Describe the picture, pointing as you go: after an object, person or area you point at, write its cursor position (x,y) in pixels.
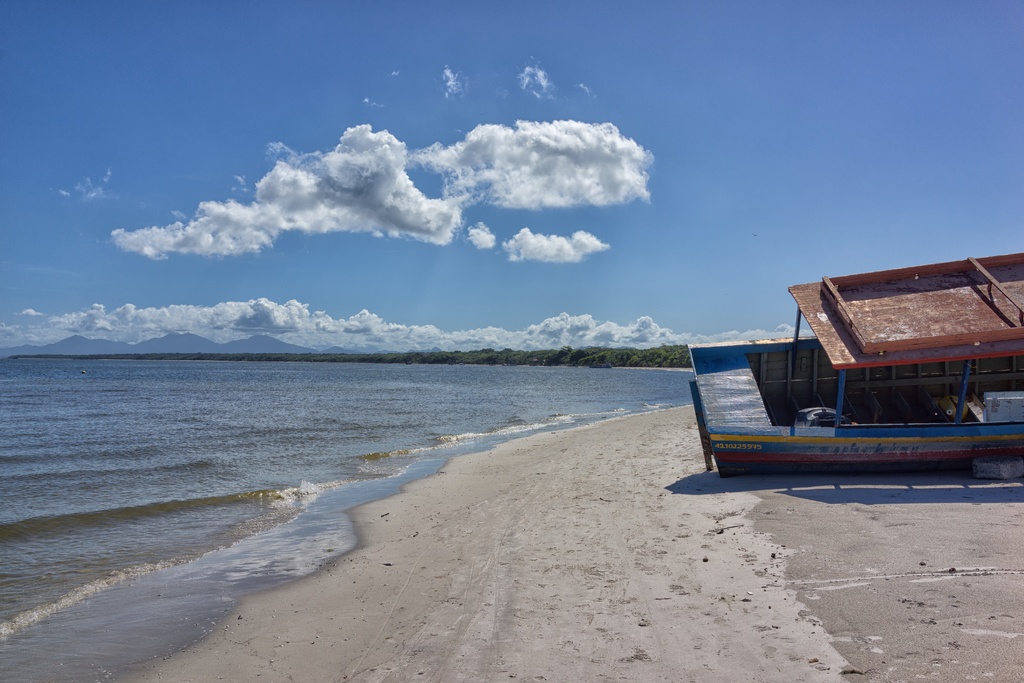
In this image on the right side (856,398) there is a boat (927,402) on the land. On the left side (173,422) there is an ocean (237,406) and the sky (413,216) is cloudy and there are trees (446,354) in the background (501,356).
